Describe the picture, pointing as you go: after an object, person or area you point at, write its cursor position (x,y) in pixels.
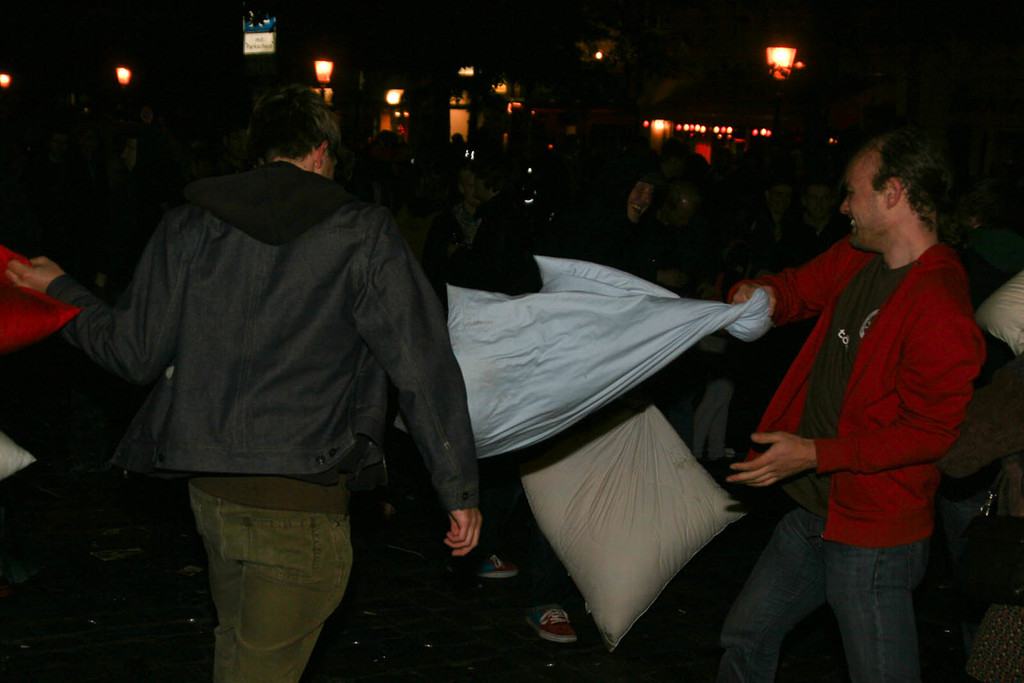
In this image I can see group of people (288,274) are standing. The person (253,394) in front (312,343) wearing black color jacket (343,456), brown color pant (275,572) and the other person (837,505) is wearing red jacket (869,532). Background I can see few lights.
